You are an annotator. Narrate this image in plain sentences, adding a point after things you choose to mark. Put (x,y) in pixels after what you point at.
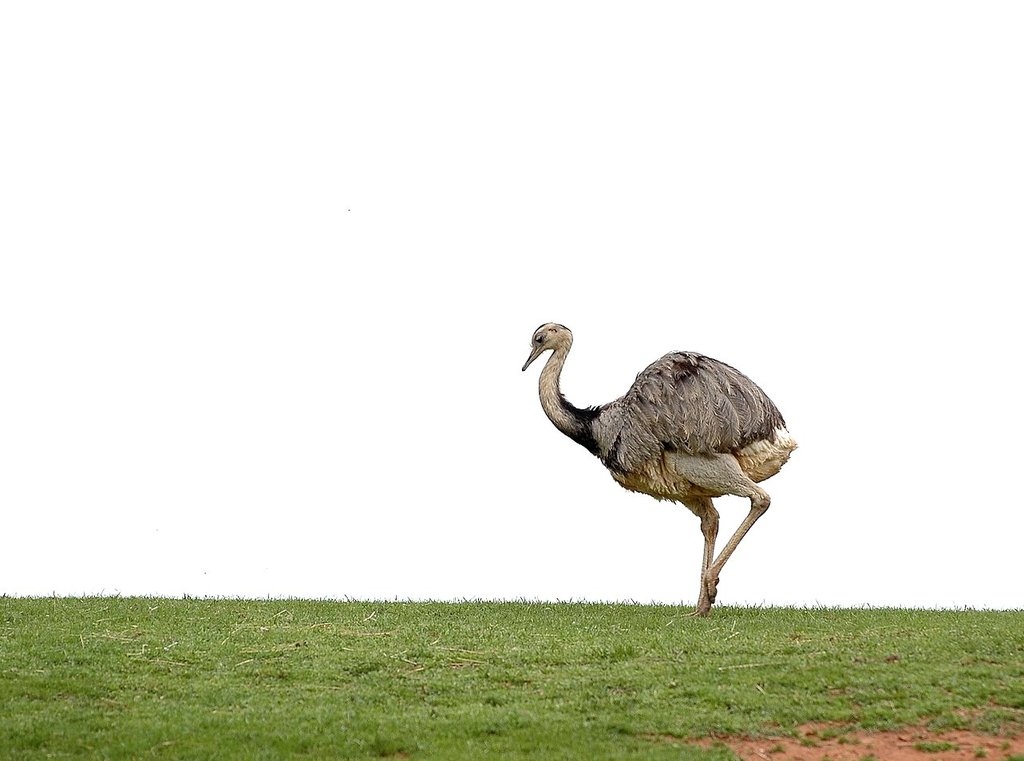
In this image, we can see some grass (682,726). There is a bird (685,398) in the middle of the image (548,384).
